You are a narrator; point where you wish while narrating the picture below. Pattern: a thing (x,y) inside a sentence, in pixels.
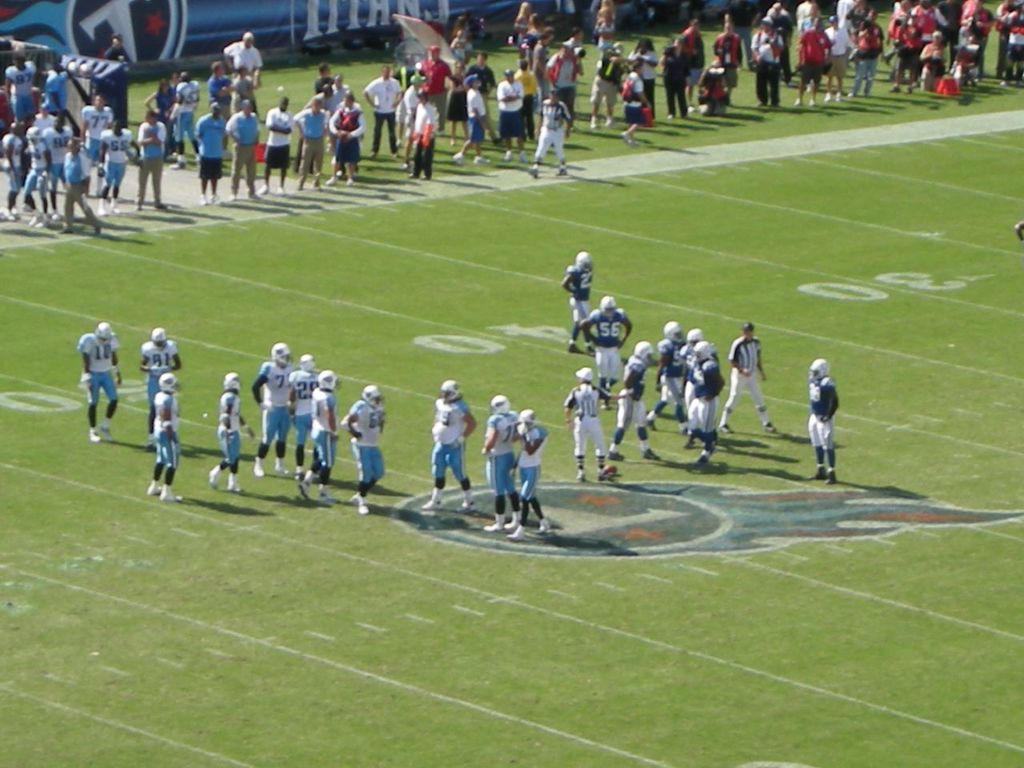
In this image we can see people (250,127) on the ground (531,342). In the background (89,24) we can see few objects (118,20).
